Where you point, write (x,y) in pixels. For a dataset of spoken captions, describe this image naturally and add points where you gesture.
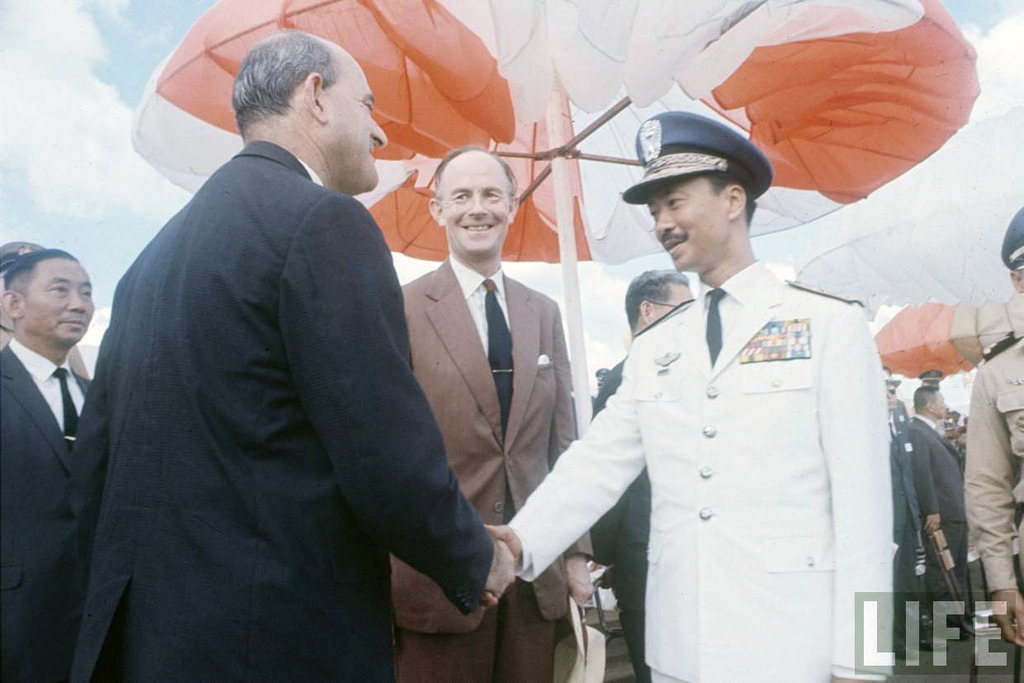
In this image in the foreground (302,488) there are two persons (739,507) who are standing and they are shaking hands (514,546) with each other, and in the background (528,358) there are some people (935,424) who are standing and in the center (507,250) there is one tent (625,78) and pole (585,392).
